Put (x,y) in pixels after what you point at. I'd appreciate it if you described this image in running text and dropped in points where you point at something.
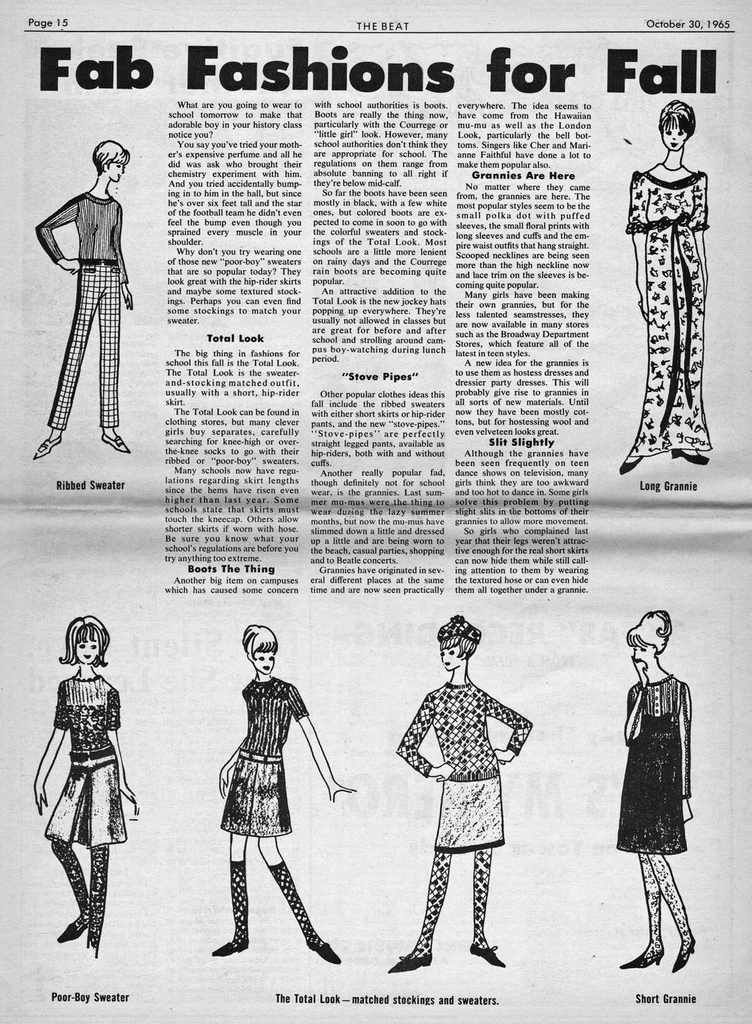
We can see cartoon pictures (486,805) and texts (368,451) written on the paper (330,265).
